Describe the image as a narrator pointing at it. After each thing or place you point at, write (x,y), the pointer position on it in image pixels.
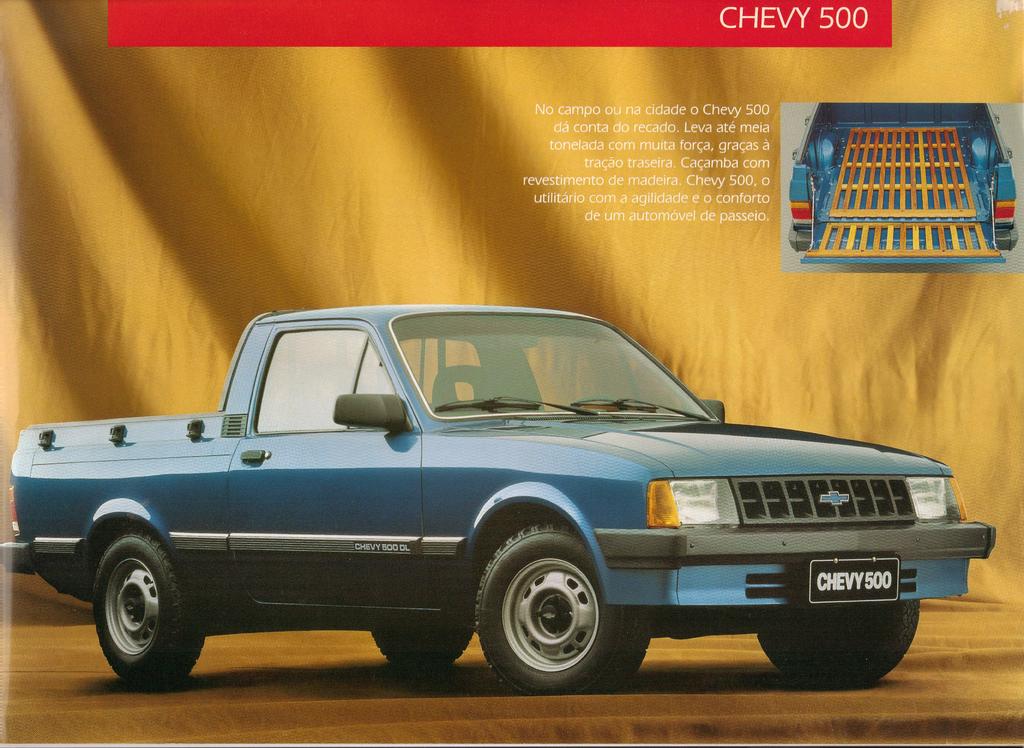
It is a poster. In this image there is a car (194,433). In the background of the image (1001,219) there is some text (604,211) and a picture (989,229).
